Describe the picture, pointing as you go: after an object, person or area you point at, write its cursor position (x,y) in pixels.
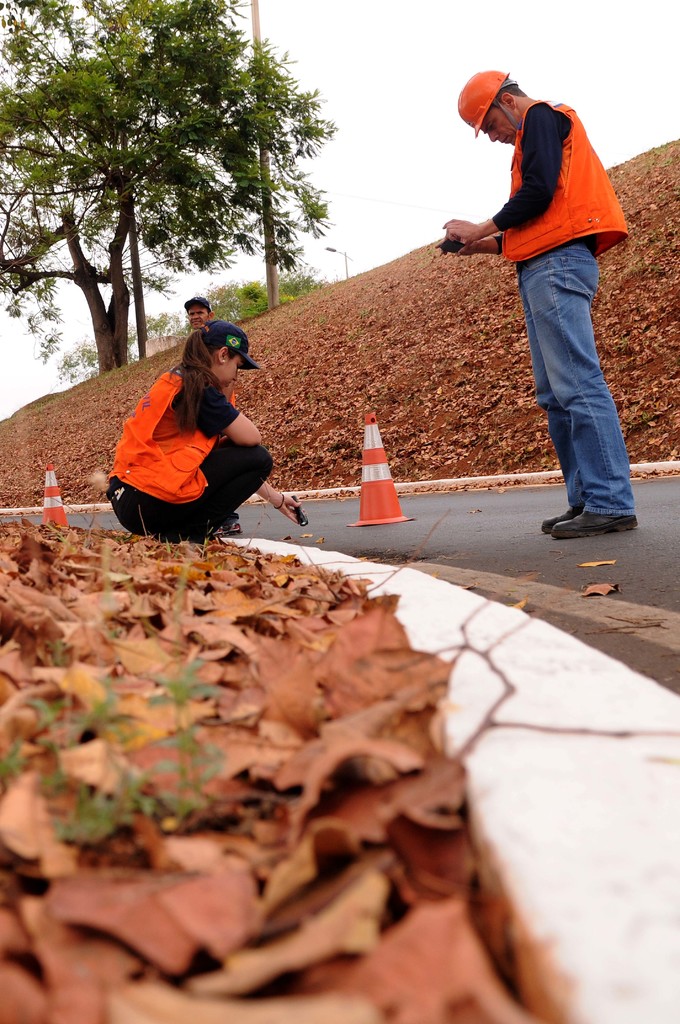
In this image there are some leaves (150,842) are at bottom of this image (208,749) and there is a road (344,520) as we can see in middle of this image (408,549) and there is one person (556,264) standing at right side of this image (579,310) and there are two persons (221,390) at left side of this image (158,398) and there is a tree (167,245) at top left corner of this image (21,340) and there is a sky (366,88) at top of this image (369,146).
